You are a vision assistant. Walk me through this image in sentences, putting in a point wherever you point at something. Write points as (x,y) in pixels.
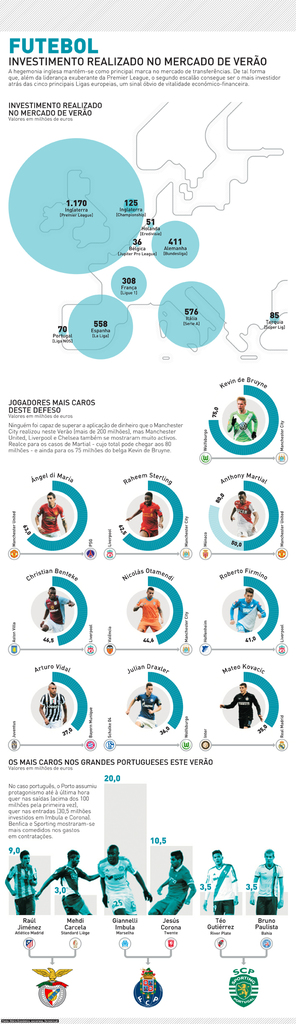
This is a poster. In this image there is text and there are group of people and there are logos (251,995).
